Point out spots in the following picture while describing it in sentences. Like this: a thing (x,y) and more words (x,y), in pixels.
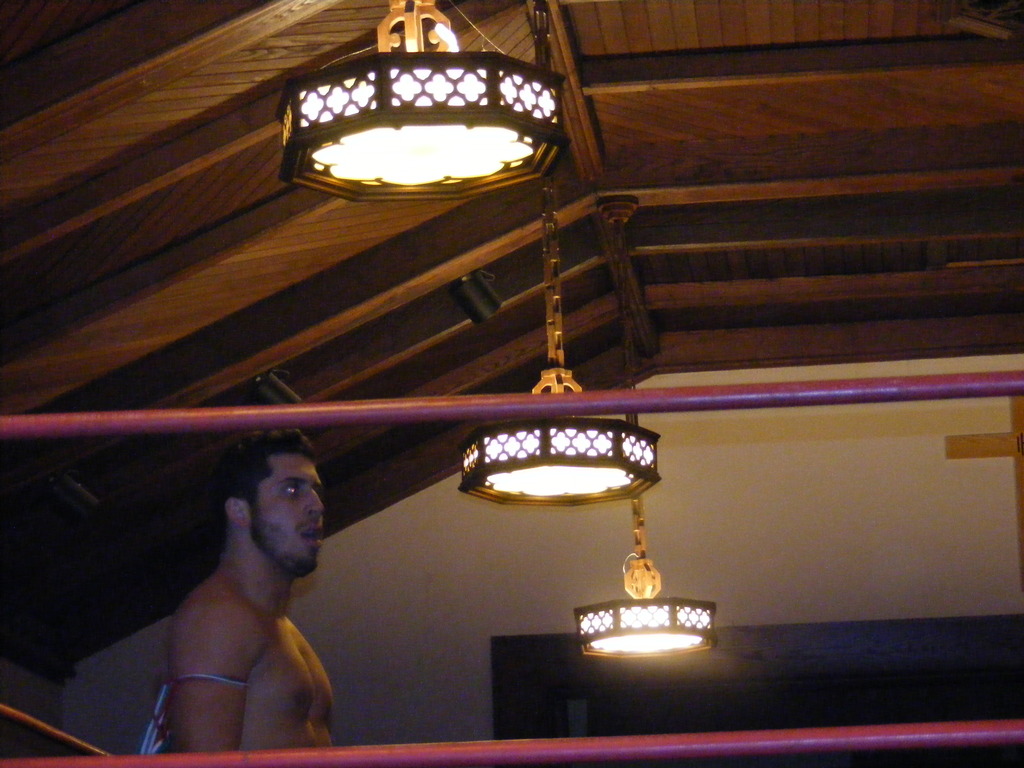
This picture is clicked inside the house (37,282). On the left (318,549) we can see a person (248,623) seems to be standing and we can see the metal rods (942,742). At the top (668,109) there is a roof (853,79) and we can see the lamps (434,112) hanging on the roof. In the background (896,627) we can see the wall (929,615) and some other objects (916,636).
